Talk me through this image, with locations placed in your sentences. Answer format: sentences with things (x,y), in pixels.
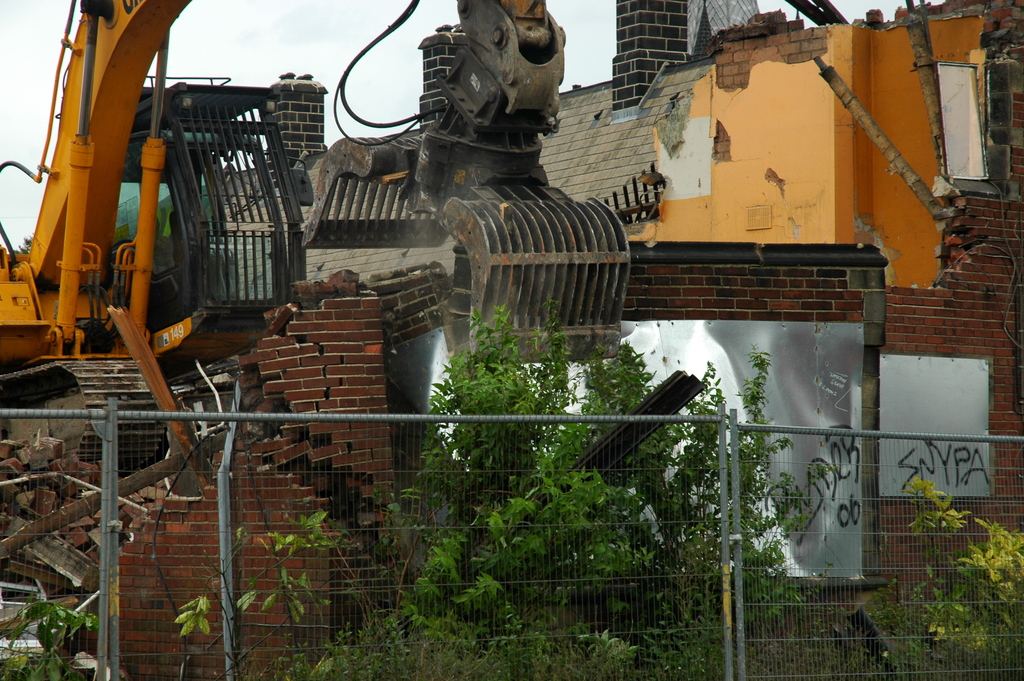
In this image there is a crane (454,119) which is destroying the house (659,261). At the bottom (485,507) there is a fence (505,527), Beside the fence (108,542) there are trees (964,587). There are so many bricks (38,503) at the bottom (80,530).
